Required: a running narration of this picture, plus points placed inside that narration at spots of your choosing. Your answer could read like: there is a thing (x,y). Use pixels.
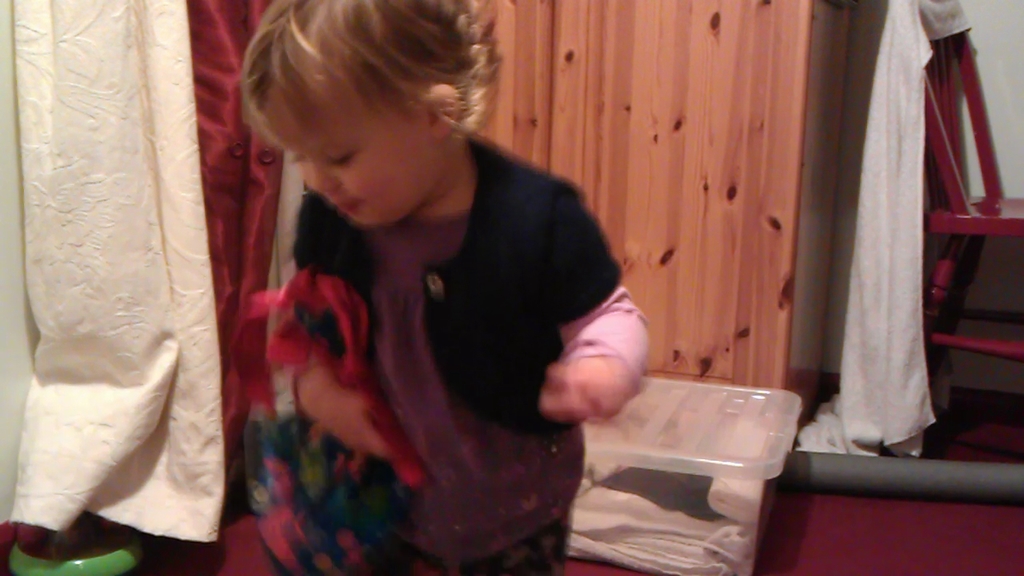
In this images in the foreground (325,297) there is one girl (420,279) who is holding clothes (332,343), and in the background (265,207) there are curtains (278,158), cupboard (666,144), box (791,437), cloth (877,344), chair (1001,345) and objects (806,459).
